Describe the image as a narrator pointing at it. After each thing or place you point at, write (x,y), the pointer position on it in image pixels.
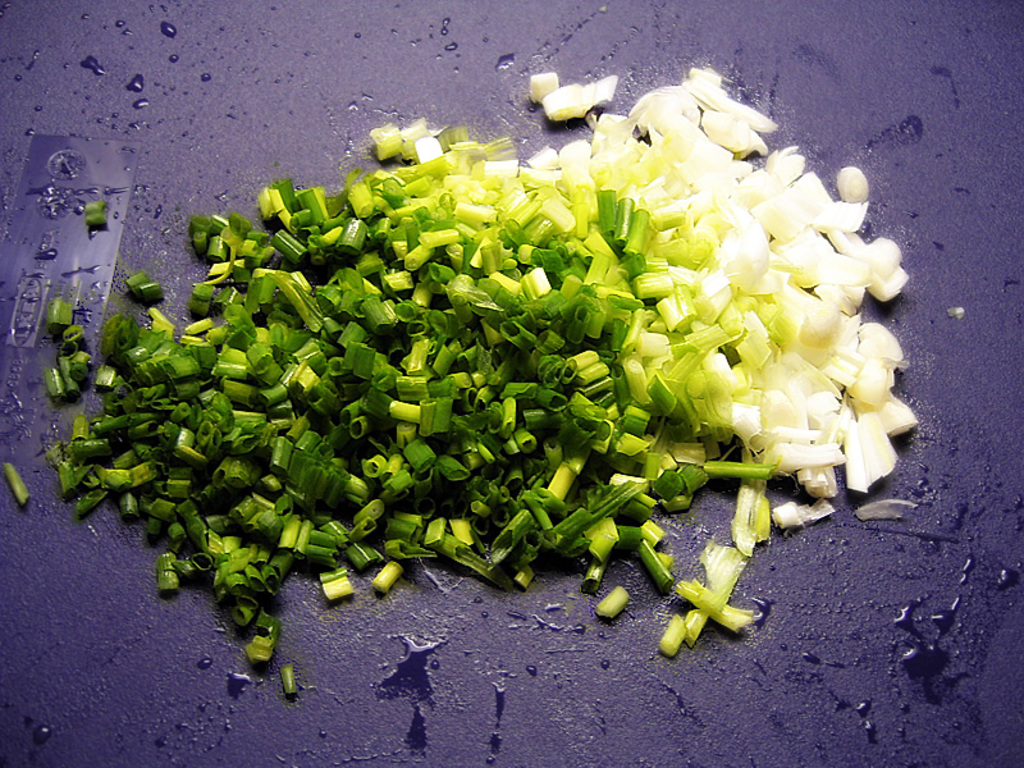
In this image I can see few vegetables (747,553) on the purple color surface (616,644) and the vegetables (620,233) are in white and green color.
